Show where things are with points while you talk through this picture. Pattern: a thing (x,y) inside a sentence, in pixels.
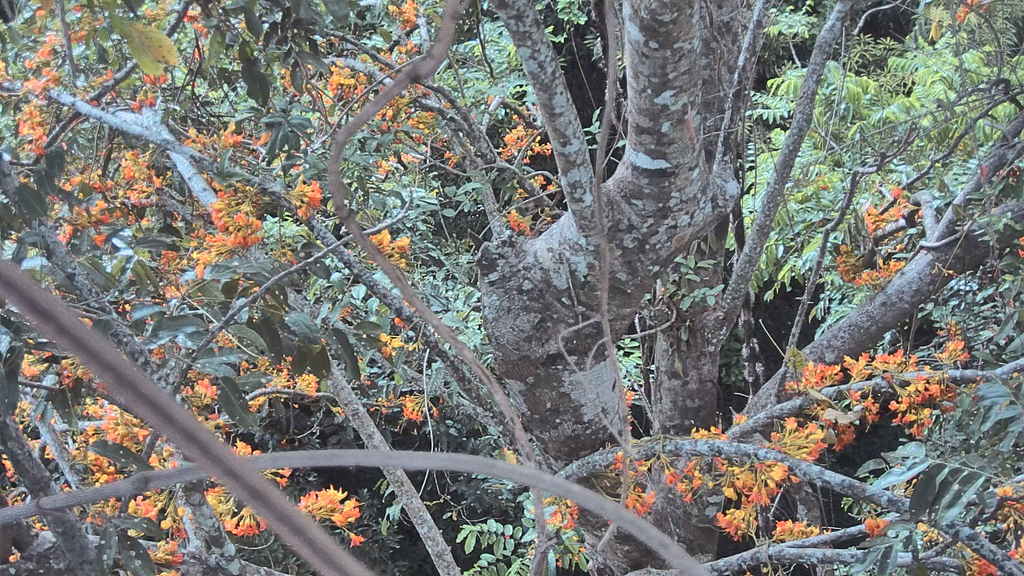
In this image there are trees (260,268) and there are flowers (819,433).
